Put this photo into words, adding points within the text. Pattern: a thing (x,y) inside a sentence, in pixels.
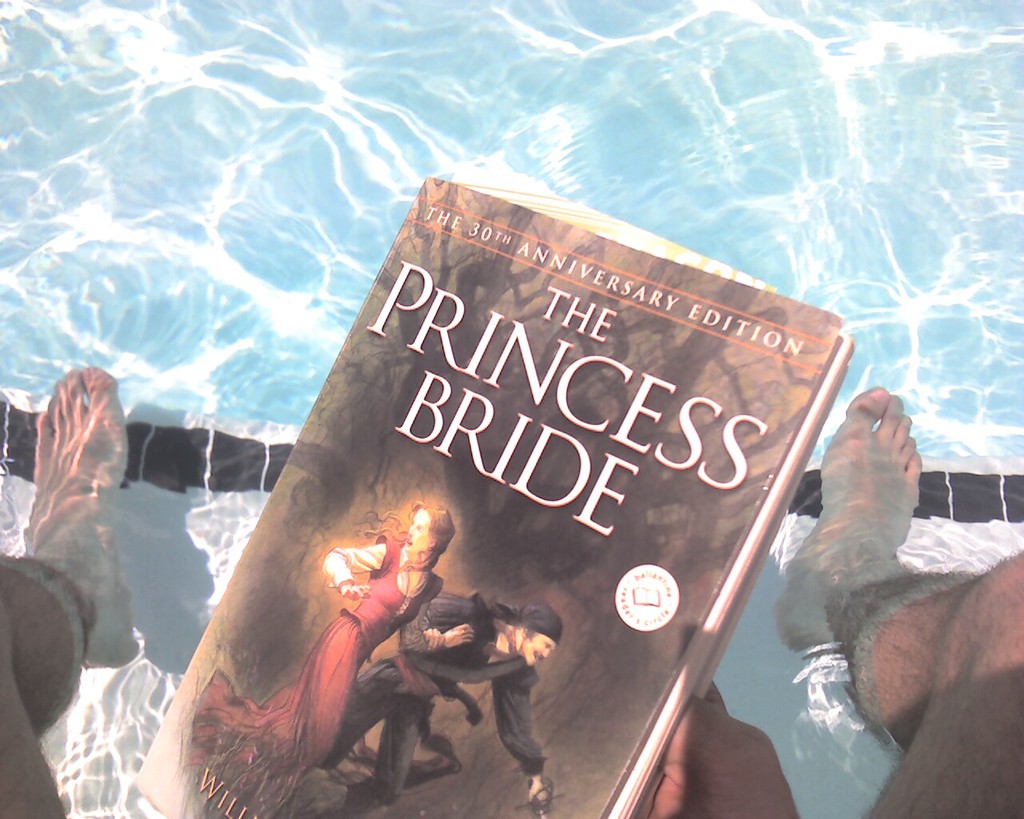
In this image we can see a person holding a book (515,708). In the book (522,618) we can see text (594,317) and images (479,602) of two persons (448,600). Behind the book (409,435) we can see the water (871,292) and the floor (121,531).
